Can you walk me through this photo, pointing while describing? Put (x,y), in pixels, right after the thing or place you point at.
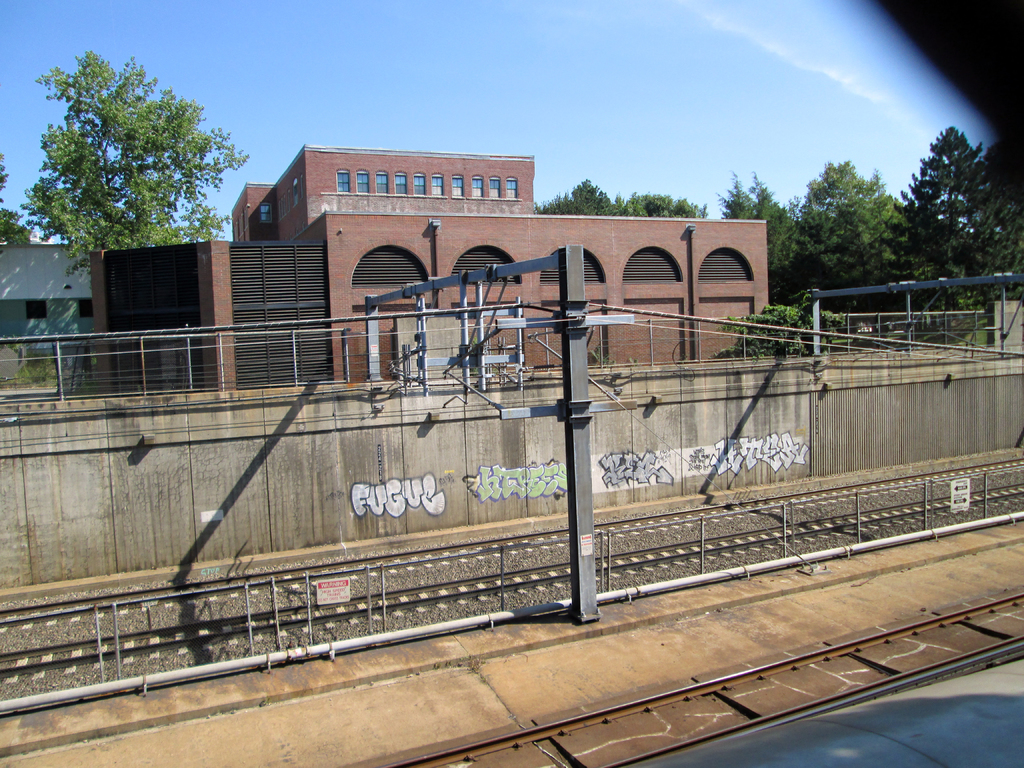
In this image we can see buildings (499,286), there are some trees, poles (590,596), wires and railway tracks (694,544), in the background (611,195) we can see the sky (610,195).
